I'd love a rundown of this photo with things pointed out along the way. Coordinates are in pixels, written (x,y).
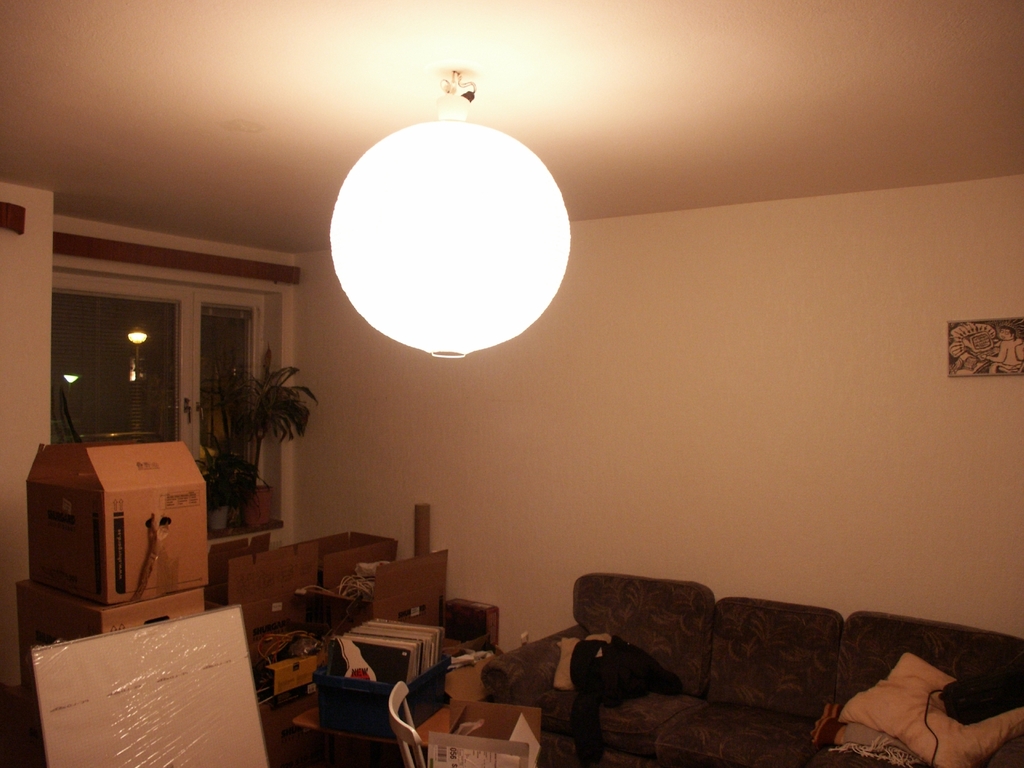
The picture is taken inside the room (776,473). In this image there is a sofa (719,661) on the right side (733,663). At the bottom (340,597) there are cardboard boxes (313,557) kept on the floor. At the top (453,189) there is light (423,256). On the left side (165,354) there is a window (136,374). At the bottom (224,688) there is a whiteboard (170,721). On the floor (382,749) there are chairs (410,727) and boxes (474,705). On the sofa (705,699) there are clothes (891,754) and a pillow (905,717).
